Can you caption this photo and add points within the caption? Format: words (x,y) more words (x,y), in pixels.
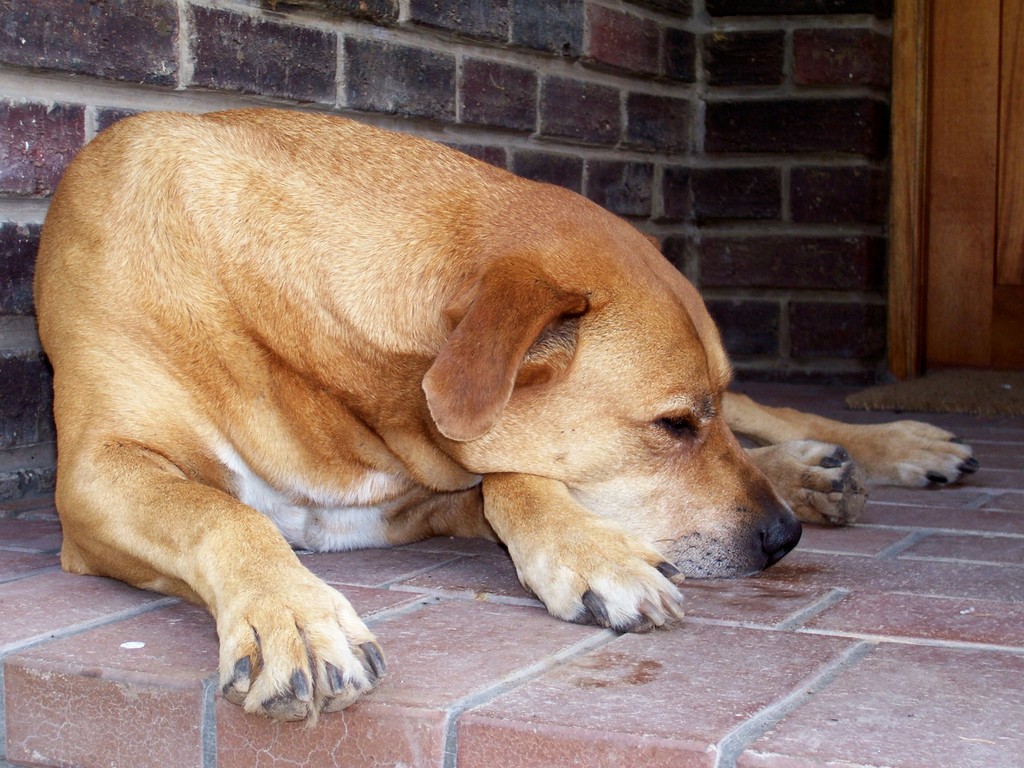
In this picture there is a dog (377,308) in the center of the image (608,311) and there is a door (954,220) in the background area of the image (954,220).
